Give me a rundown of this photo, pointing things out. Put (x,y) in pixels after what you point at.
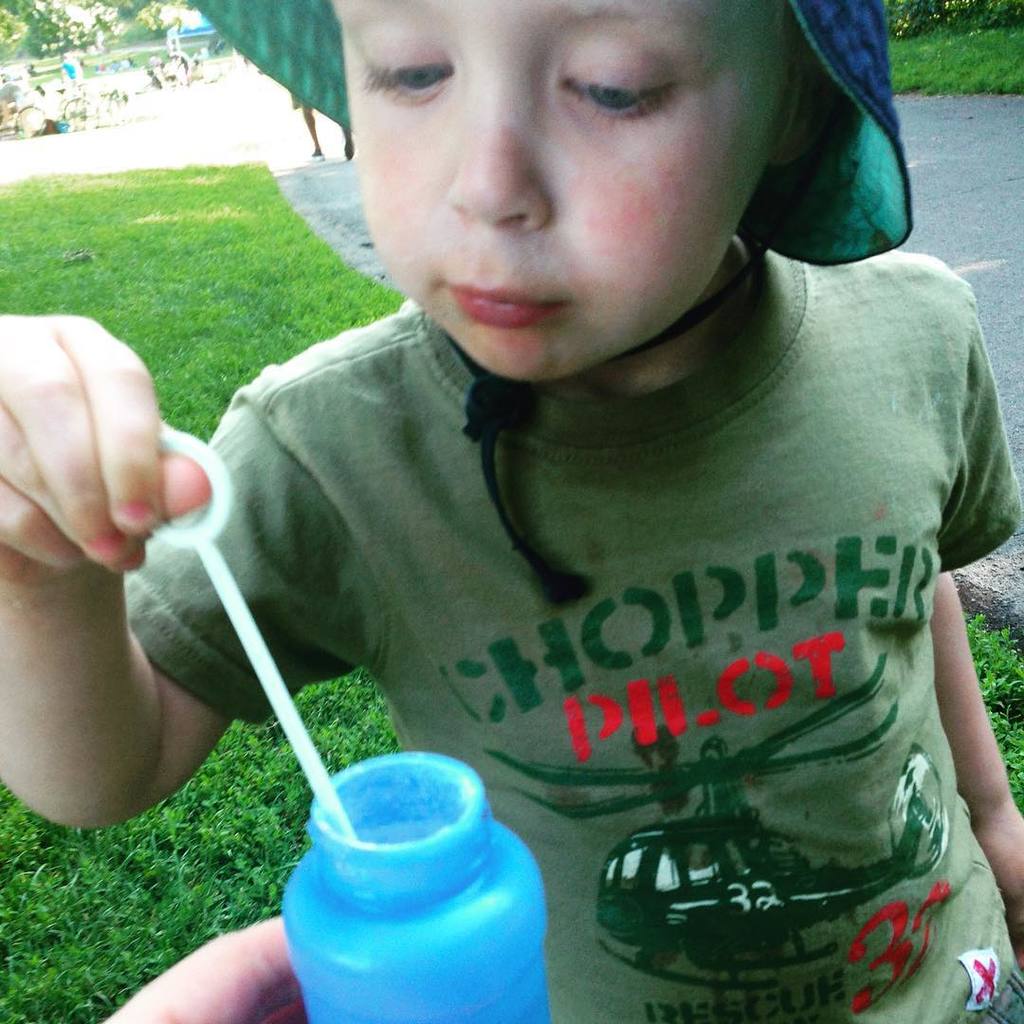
In this image i can see a child (619,511) is holding an object (219,560) in his hand (106,510).
